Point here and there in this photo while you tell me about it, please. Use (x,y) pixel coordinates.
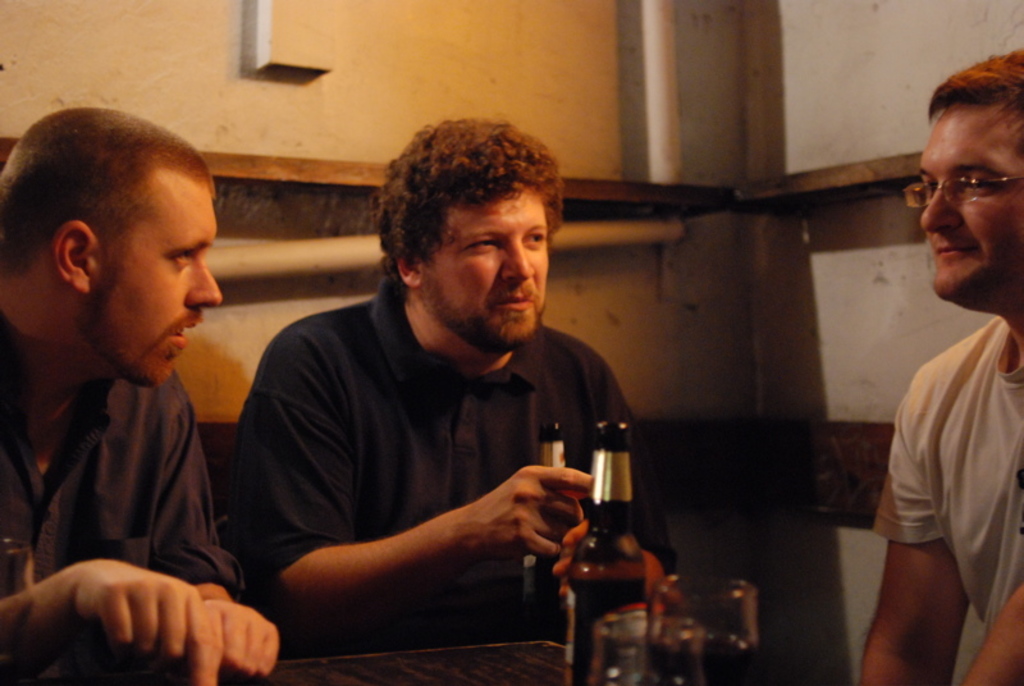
this picture shows three men (439,267) seated and we see a couple of bottles (614,589) and glasses (644,645) on the table (283,684) and a man (528,479) holding a beer bottle (553,444) in his hand (528,479) and we see a man (949,208) wore spectacles (946,192) on his face (999,159).
